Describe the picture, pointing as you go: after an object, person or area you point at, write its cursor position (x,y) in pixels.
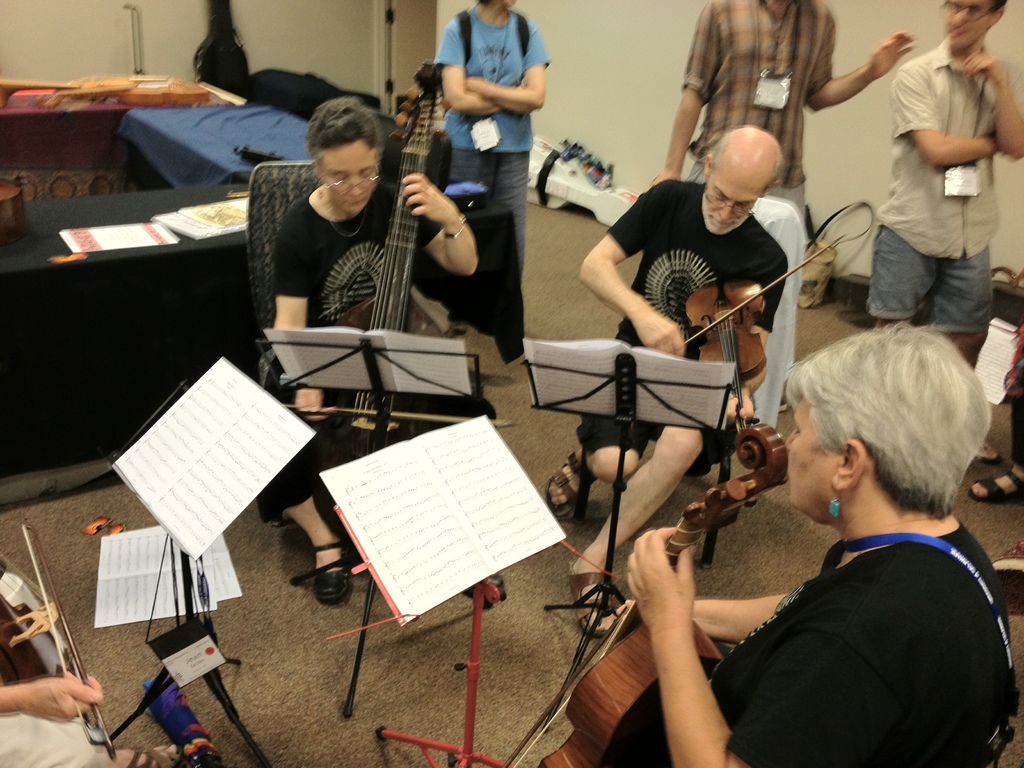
In this image there are three musicians (877,652) sitting on a chair (266,237). The woman (362,257) at the left side (338,272) wearing a black dress (308,256) is holding a musical instrument (398,277) and playing seeing on the paper (359,359) in front of her. In the background (480,99) there are three persons (780,76) standing.
